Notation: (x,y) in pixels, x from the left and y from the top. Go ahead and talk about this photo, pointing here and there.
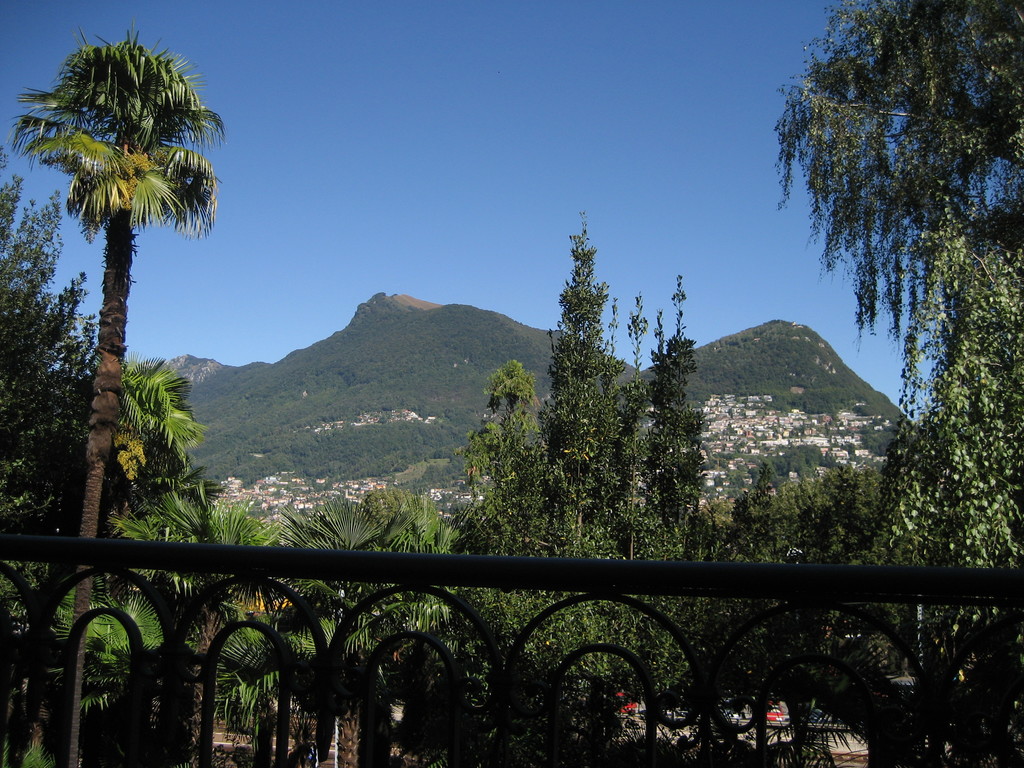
In this picture we can see few metal rods (493,555) and trees (613,540), in the background (846,372) we can find few houses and hills (421,331).
